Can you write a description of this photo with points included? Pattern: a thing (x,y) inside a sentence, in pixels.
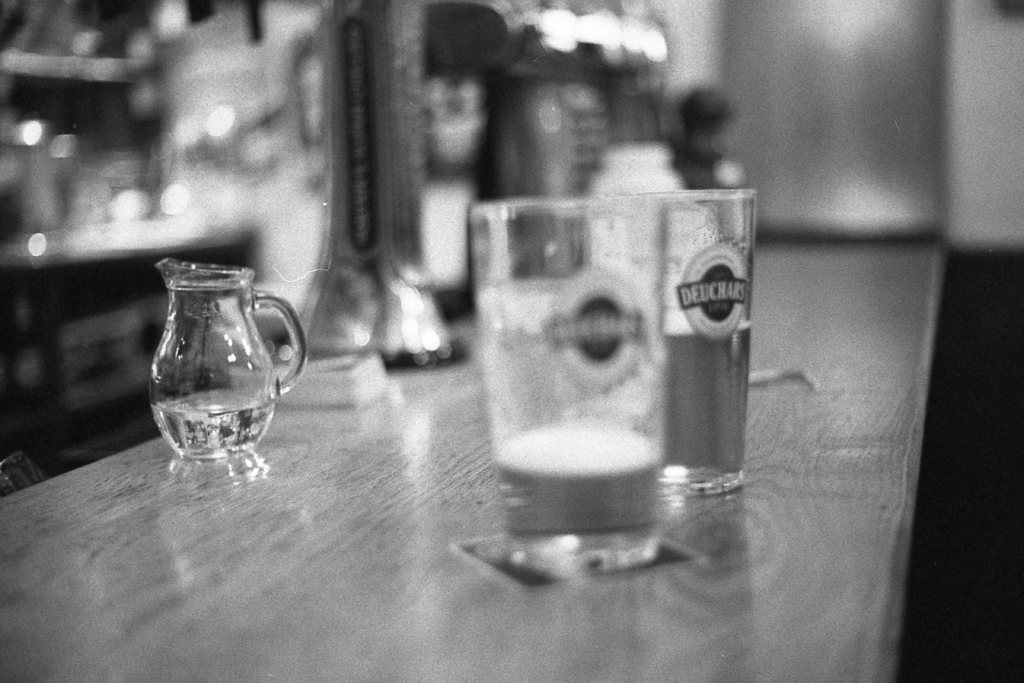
In this image, There is a table (780,481) which is in white color and there are some glasses (661,394) on the table (360,609).
